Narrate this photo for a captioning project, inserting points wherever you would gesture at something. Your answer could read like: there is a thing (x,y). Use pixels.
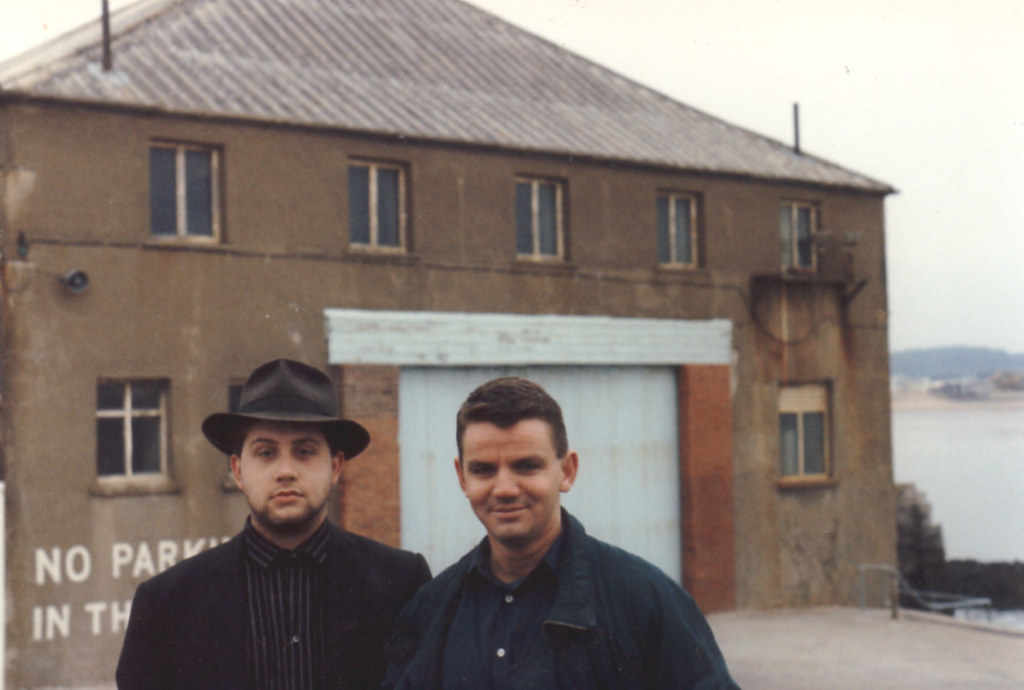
In this image in the foreground (552,630), we can see there are two people (525,689) standing and on the left side (216,415), one person (340,426) wearing a cap (328,408) and at the back (389,249) there is a house (459,302).
